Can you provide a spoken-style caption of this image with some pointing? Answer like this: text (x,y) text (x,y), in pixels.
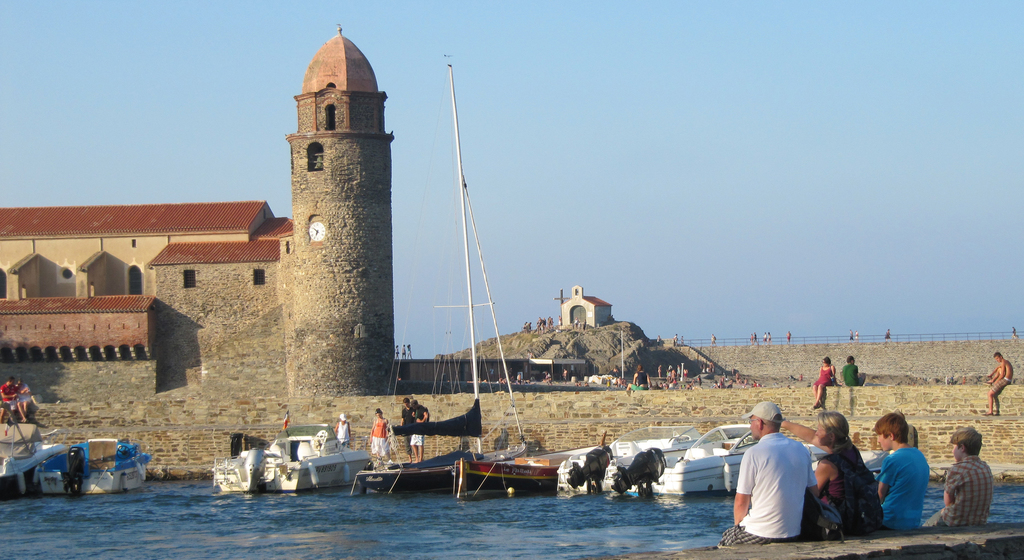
In this image, there is an outside view. There is a castle (351,309) in front of the lake (333,497). There are some person (798,469) in the bottom right of the image (956,481) wearing clothes (899,464) and sitting on the wall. There are some boats (259,454) at the bottom of the image (692,470) floating on the water (556,525). In the background of the image (728,81), there is a sky (518,144).
